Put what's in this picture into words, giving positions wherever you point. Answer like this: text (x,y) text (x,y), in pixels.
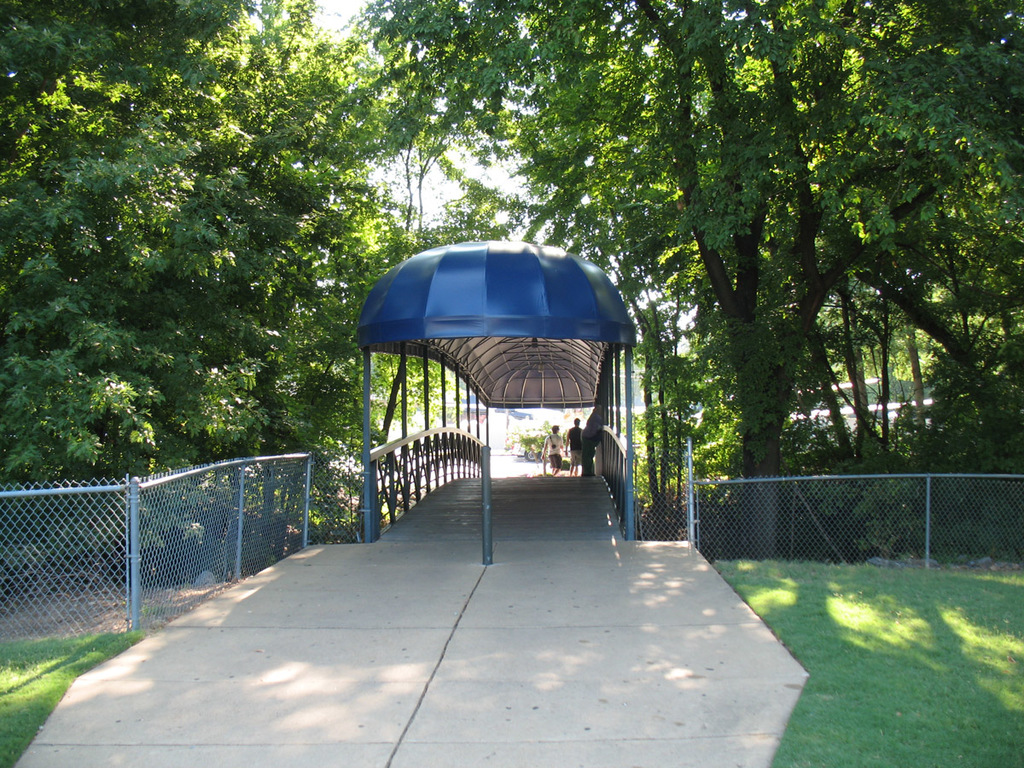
In this image in the middle (575,456), there are two people (575,469), trees (882,338), fence (662,462), grass (745,593), ground (515,606) and sky (481,177).
